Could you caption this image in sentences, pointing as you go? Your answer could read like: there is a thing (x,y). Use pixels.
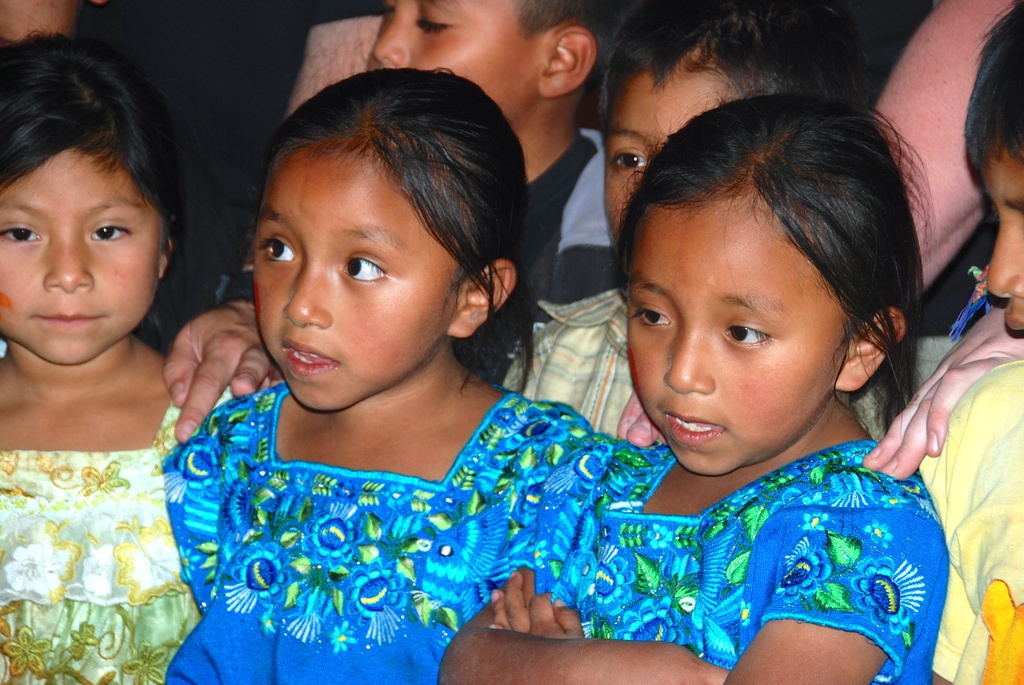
In this picture we can see few kids (436,369).
